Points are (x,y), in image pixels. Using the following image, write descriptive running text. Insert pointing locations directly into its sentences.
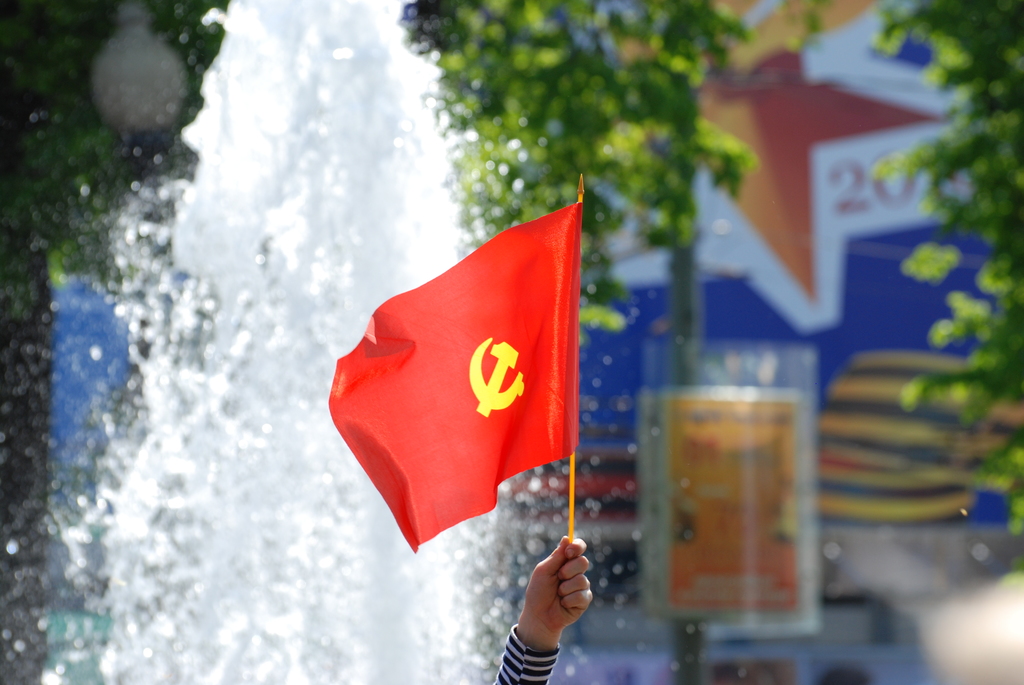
In the foreground of the image (538,573) we can see a hand (567,588) of a person (570,560) holding a flag (523,425). In the center of the image (353,237) we can see a group of trees (500,107), fountain (93,451), light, board (773,477) with some text (745,587) on a pole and a banner (749,279).
